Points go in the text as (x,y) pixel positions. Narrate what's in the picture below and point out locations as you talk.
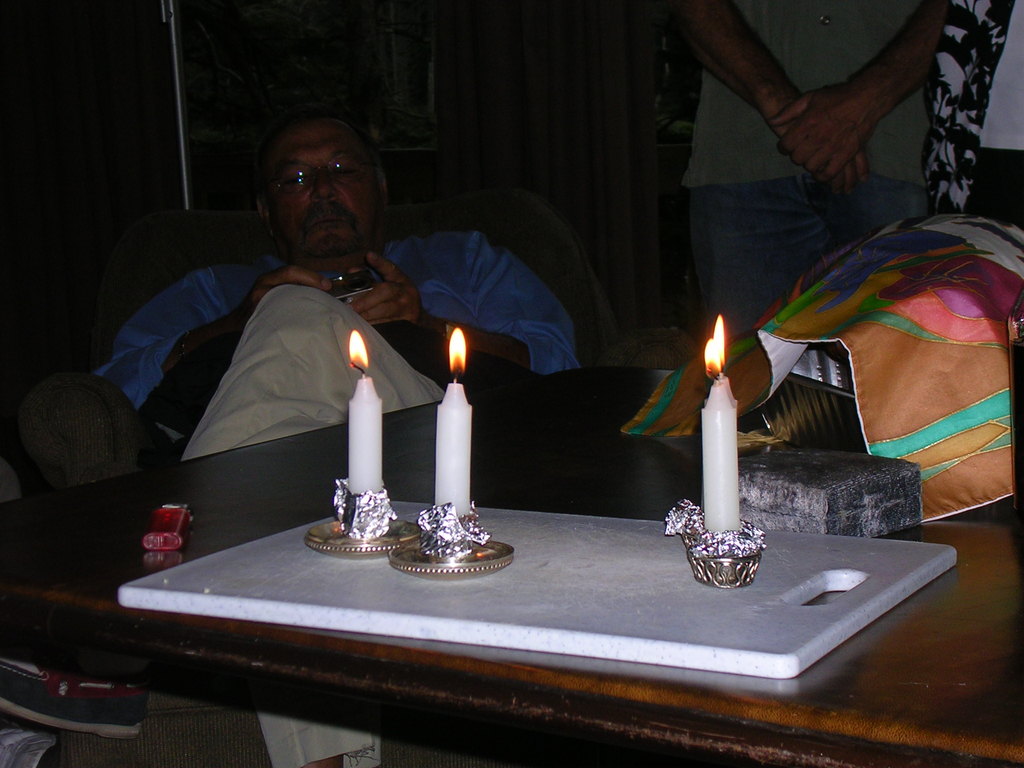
Here we can see a person (161,371) sitting on a chair (434,210) and beside him we can see a person (705,82) standing and in front of them we can see a table (3,553) having candles (728,527) on it and we can see some things (892,456) present on table (207,553).
